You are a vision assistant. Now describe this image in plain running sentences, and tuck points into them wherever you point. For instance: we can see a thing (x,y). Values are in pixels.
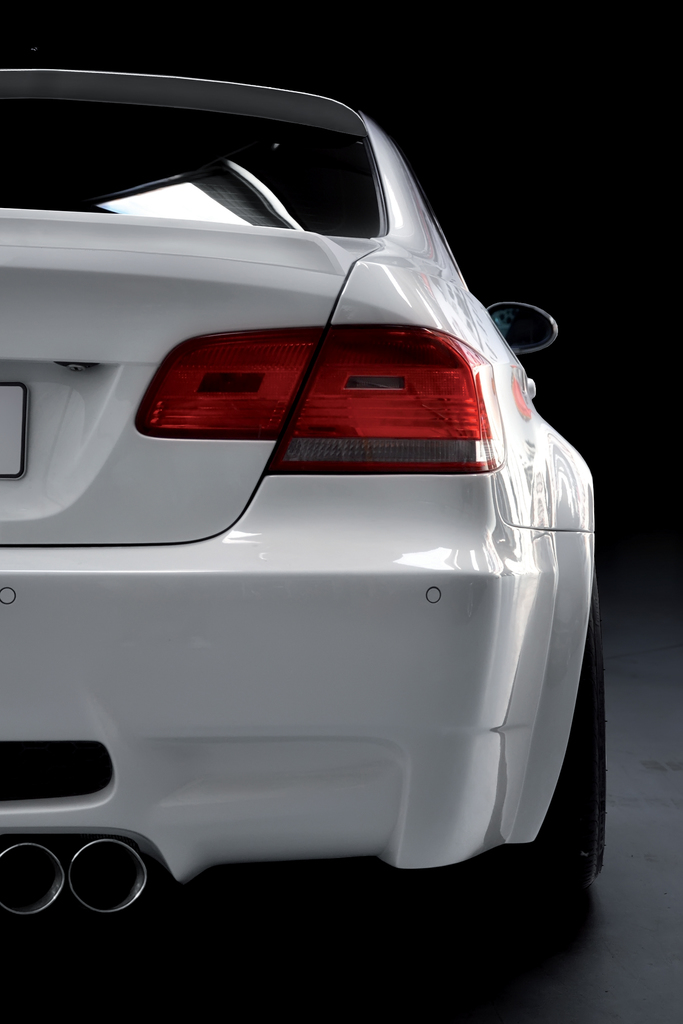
In the picture i can see a car (305,715) which is in white color.
